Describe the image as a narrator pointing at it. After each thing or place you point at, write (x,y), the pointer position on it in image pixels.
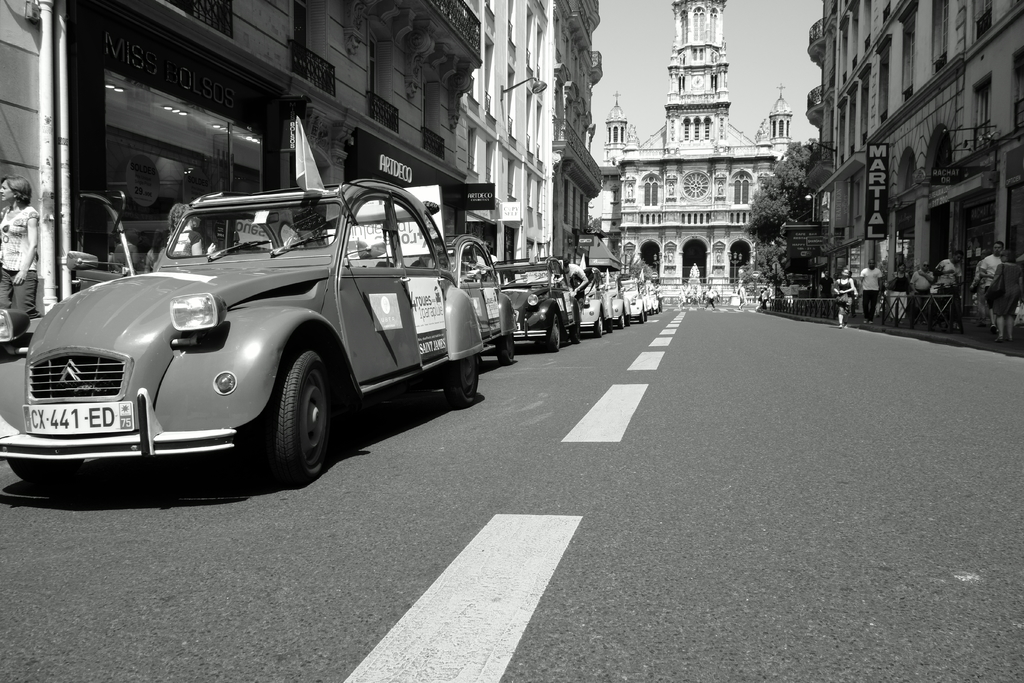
In the image we can see there are cars (453,328) parked on the road (746,530) and there are people (16,193) standing on the footpath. Behind there are trees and there are buildings (580,122). There is a clock tower building (664,191) and the sky (669,44) is clear. The image is in black and white colour.
